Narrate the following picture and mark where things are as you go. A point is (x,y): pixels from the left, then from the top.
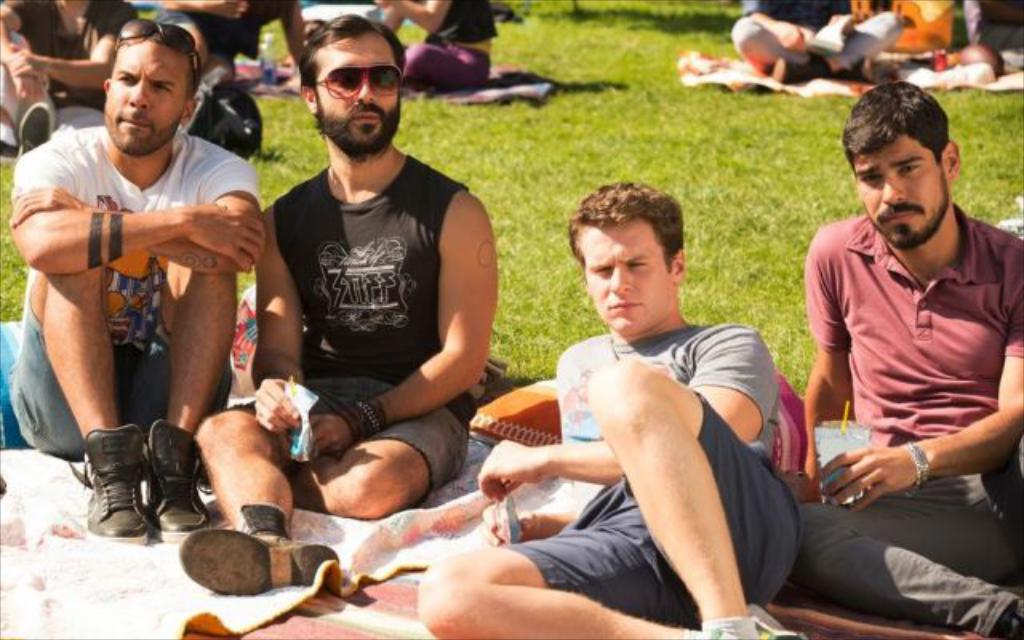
As we can see in the image there are clothes (386,274), grass (521,51) and group of people (121,183). In the front (123,193) there are four people (560,477) sitting. The man (884,498) on the right side (957,425) is wearing red color t shirt (960,339). The man (612,427) next to him is wearing grey color t shirt (596,417). The man (16,229) sitting on the left side (100,192) is wearing white color t shirt (96,173) and shoes (104,463). The man (360,260) next to him is wearing black color t shirt (407,230) and goggles (336,86).
